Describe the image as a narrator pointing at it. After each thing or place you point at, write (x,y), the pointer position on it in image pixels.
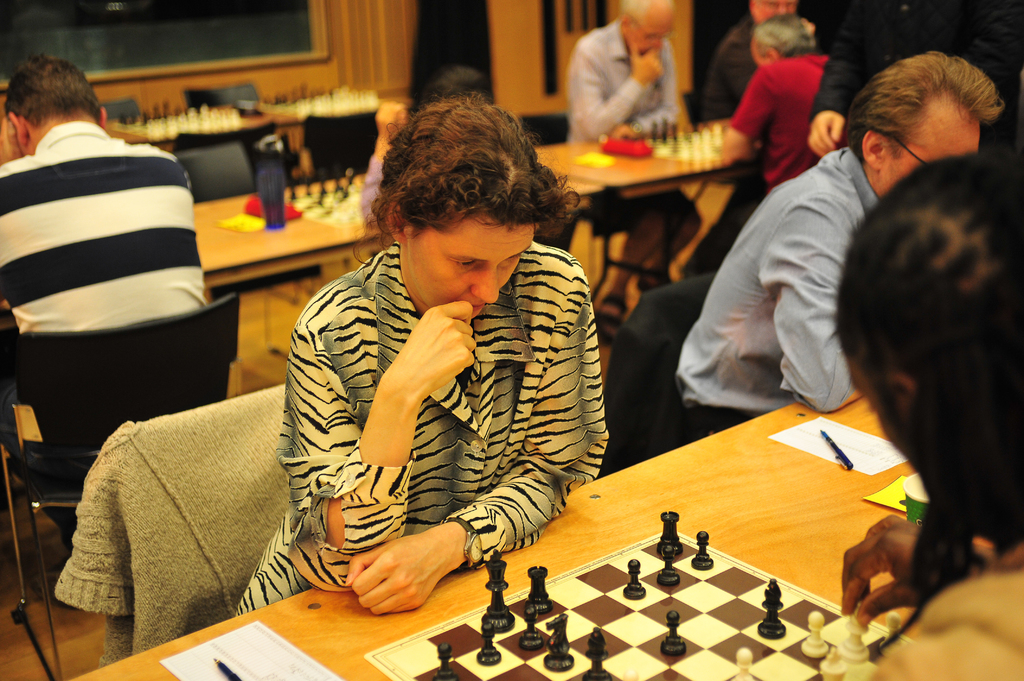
In this image I see lot of people (993,86) sitting on the chairs (219,316) and there are tables (803,532) in front of them. I can also see that on the tables (840,555) there are papers (188,657), pens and chessboard (737,625) with the coins (446,646). In the background (562,72) I see the wall (683,46).
